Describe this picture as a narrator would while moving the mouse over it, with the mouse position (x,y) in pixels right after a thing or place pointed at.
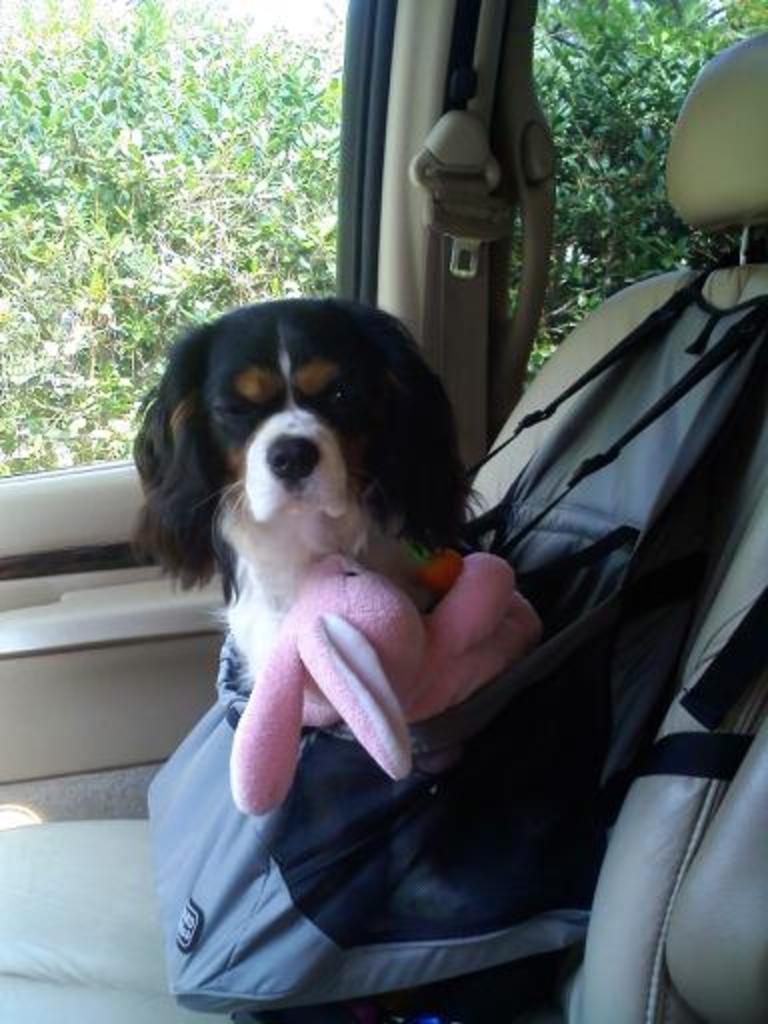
In the picture we can see an inside view of a car (416,246) with seats (641,947) on it, we can see a black color bag (547,476) with a dog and a doll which is pink in color and outside of the car (429,17) we can see full of plants (159,76).
